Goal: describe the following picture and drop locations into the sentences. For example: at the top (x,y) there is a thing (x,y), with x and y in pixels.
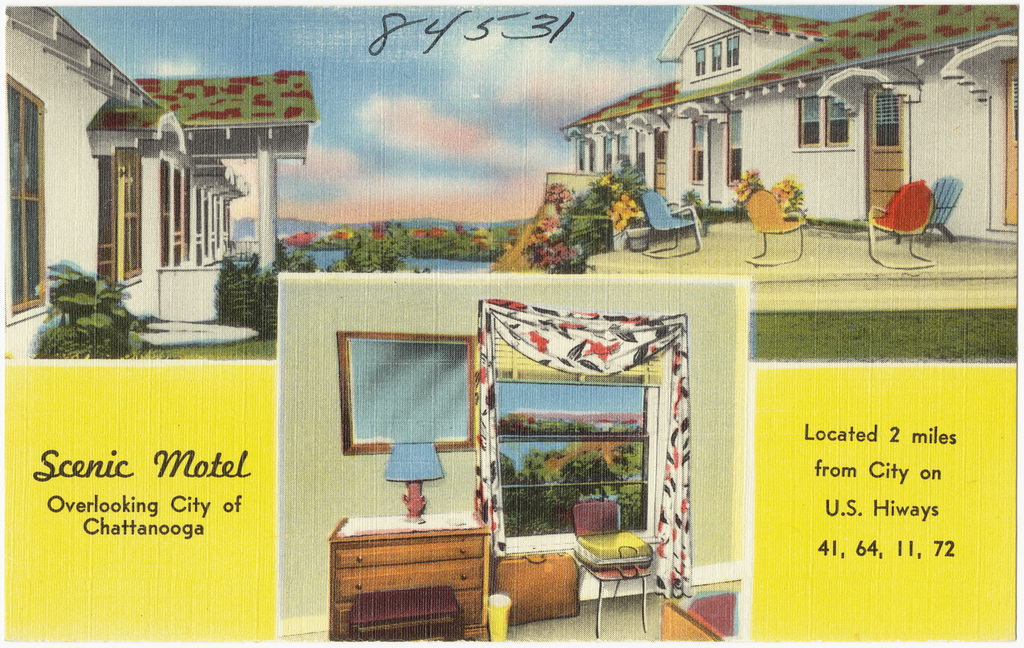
In this image there is a painting (258,261) of a motel (188,202) with a descriptive note (766,415) and pictures (383,277) of the motel (331,323) inside and out.
